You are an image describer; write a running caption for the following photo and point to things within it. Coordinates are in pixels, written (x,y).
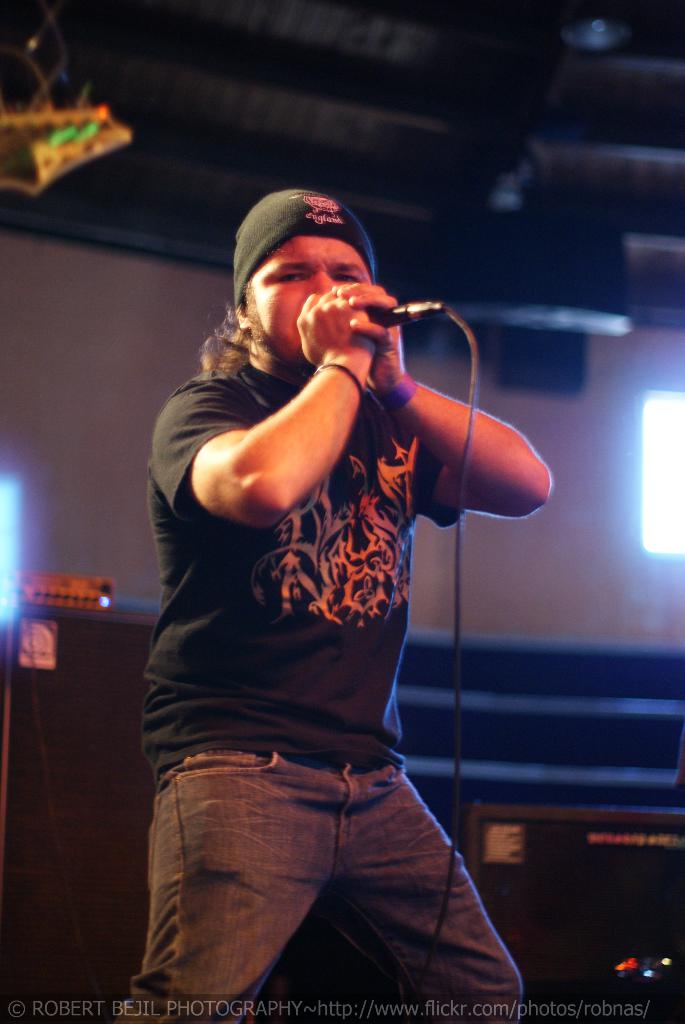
In this image I can see a person (483,410) is standing and holding a mic (428,304). I can also see he is wearing a cap (240,248).
